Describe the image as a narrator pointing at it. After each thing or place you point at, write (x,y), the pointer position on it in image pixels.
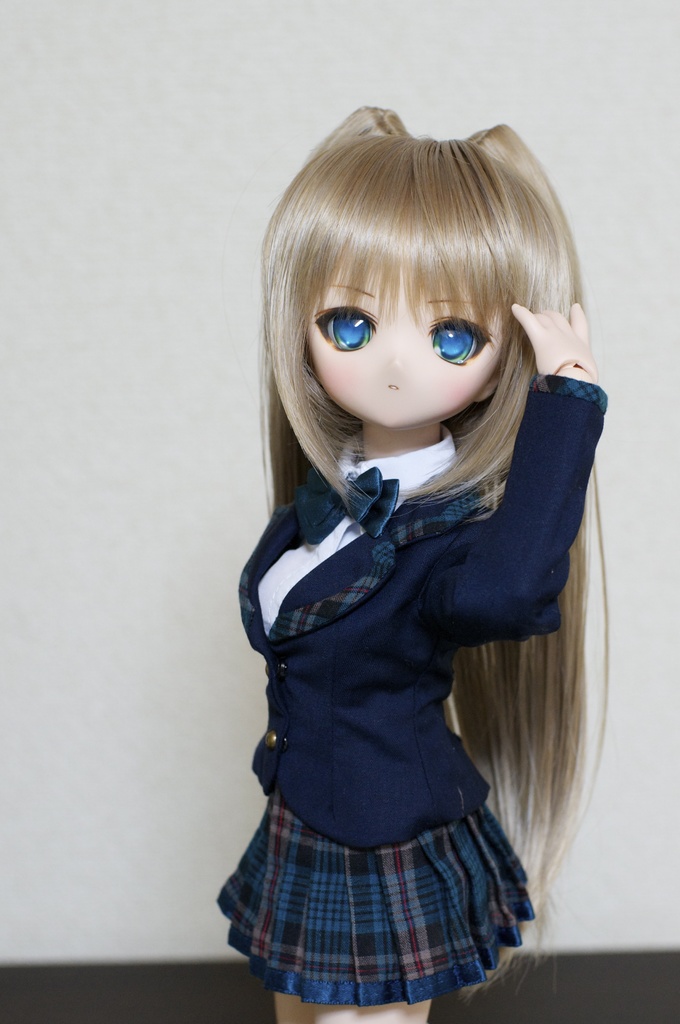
In this image, in the middle (381,419), we can see a toy (589,407). In the background (224,43), we can see a white color, at the bottom (613,975), we can see dark color.
